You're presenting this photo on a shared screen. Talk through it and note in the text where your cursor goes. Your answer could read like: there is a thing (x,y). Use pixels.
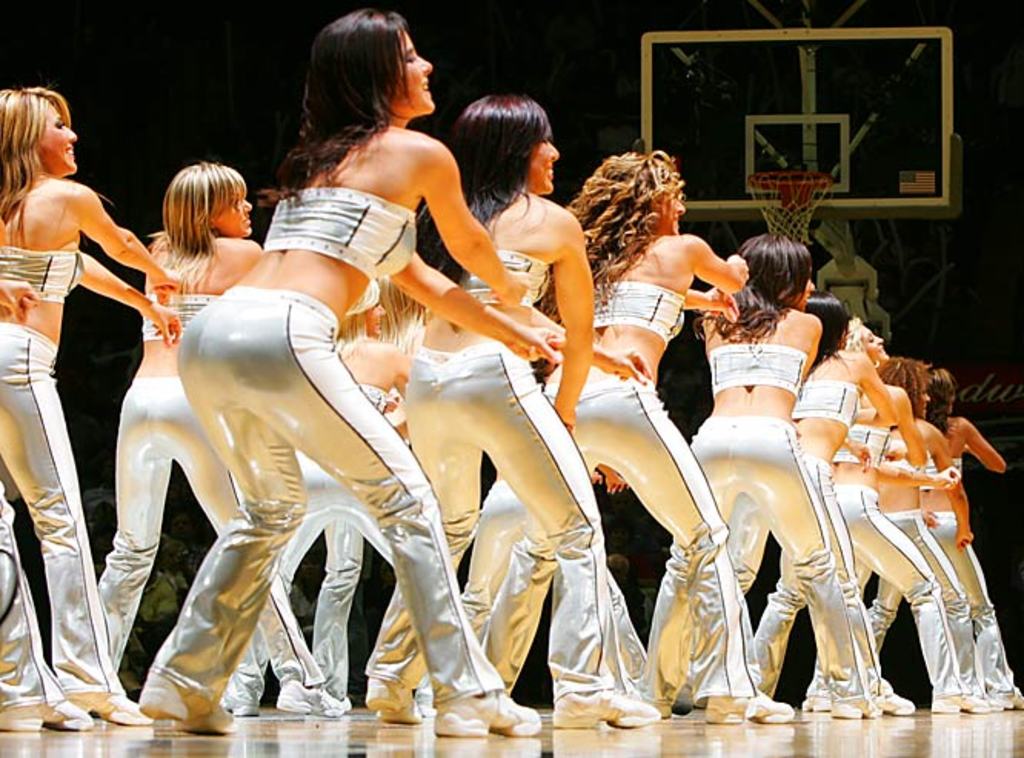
This picture is clicked inside. In the center (390,430) we can see the group of women (404,229) wearing white color tops (364,228) and standing on the ground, seems to be dancing. The background of the image (778,202) is very dark and we can see a basketball net (791,198) and the metal rods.
